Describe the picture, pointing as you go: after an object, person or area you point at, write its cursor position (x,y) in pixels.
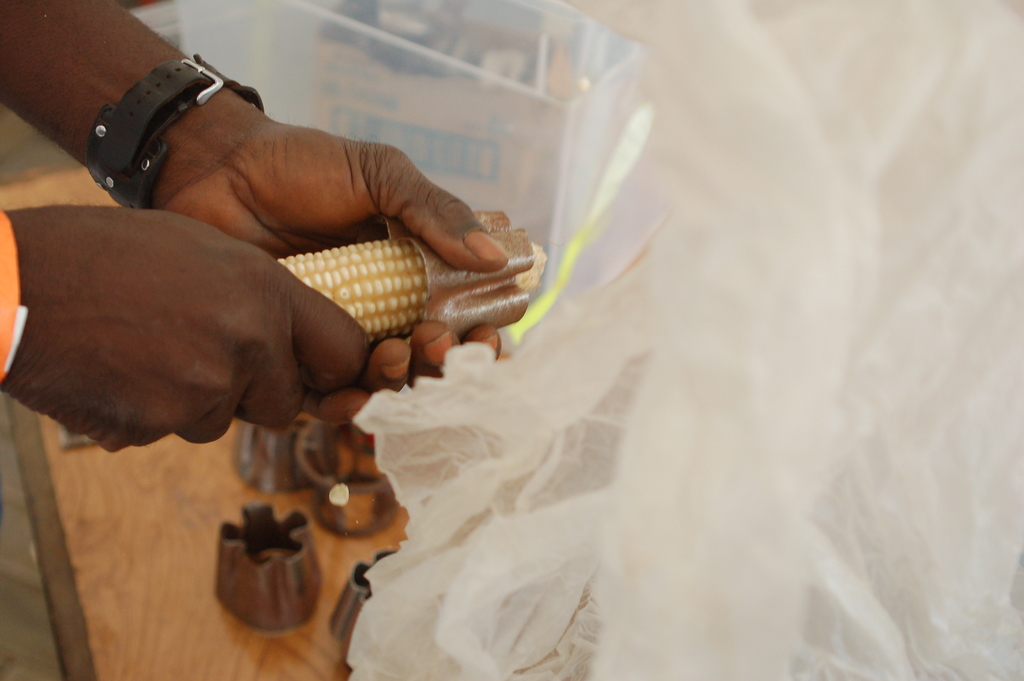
In this image we can see the hands (181,232) of a person (225,259) holding the maize (379,324) and a corn remover (427,318). On the bottom of the image (384,463) we can see a curtain (402,441) and some corn removers (281,594) placed on the table (180,529).
